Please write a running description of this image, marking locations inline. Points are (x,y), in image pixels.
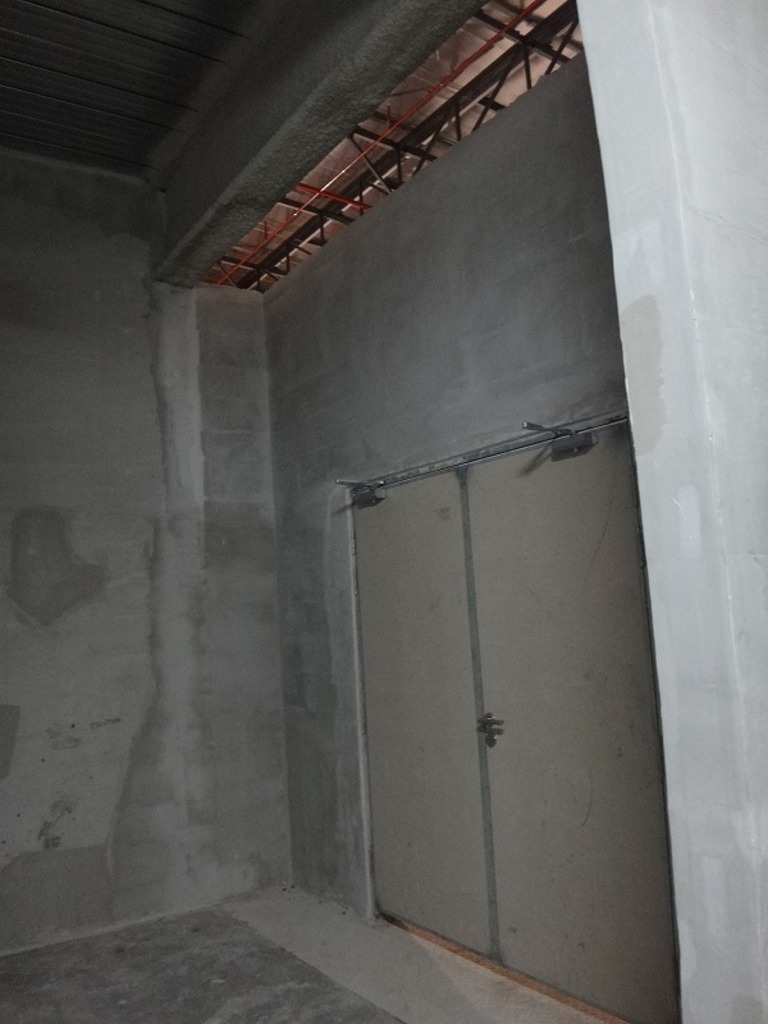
In this image, we can see the ground (159,988). We can also see the wall (86,511). We can see some doors (396,613). We can see the roof (73,72) and also some poles (320,216) at the top (72,138).
